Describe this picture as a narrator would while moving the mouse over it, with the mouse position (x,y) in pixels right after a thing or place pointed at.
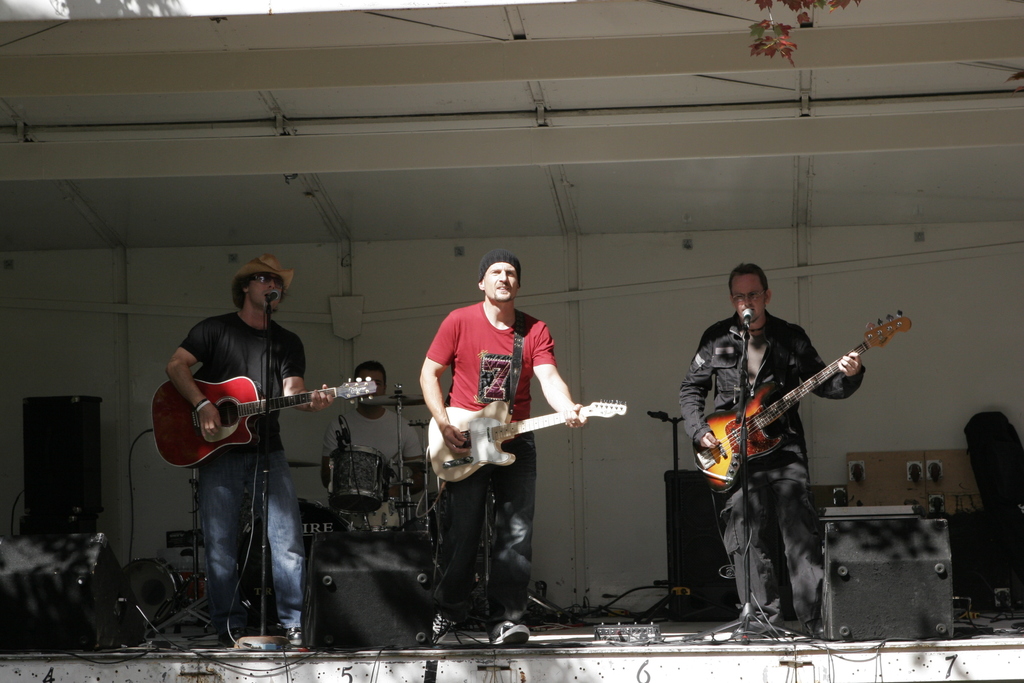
As we can see in the image there is a white color wall (953,224), three people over here. These three are holding guitars (250,403) in their hands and the man (397,422) who is sitting here is playing musical drums (347,457) and on this stage (738,644) there are few musical instruments (342,488).
